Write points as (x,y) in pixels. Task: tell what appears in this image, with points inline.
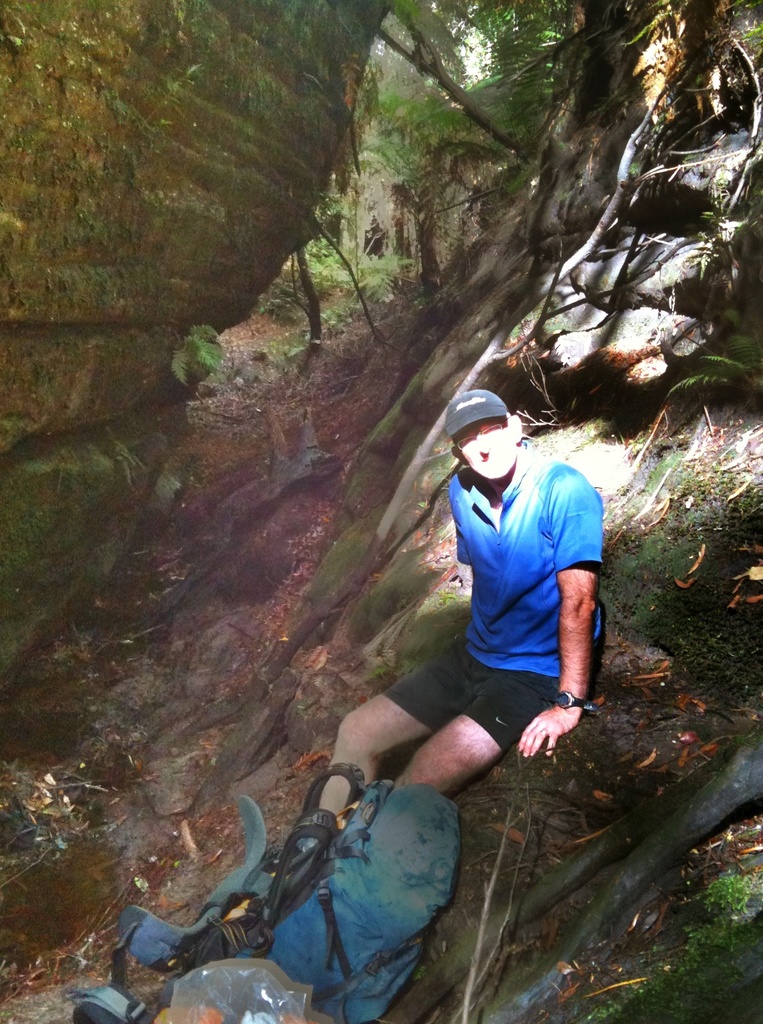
In this image there is a person (593,485) sitting on the surface (611,609) and there are a few objects (342,932), behind him there are like mountains (624,95) and trees (396,162).
